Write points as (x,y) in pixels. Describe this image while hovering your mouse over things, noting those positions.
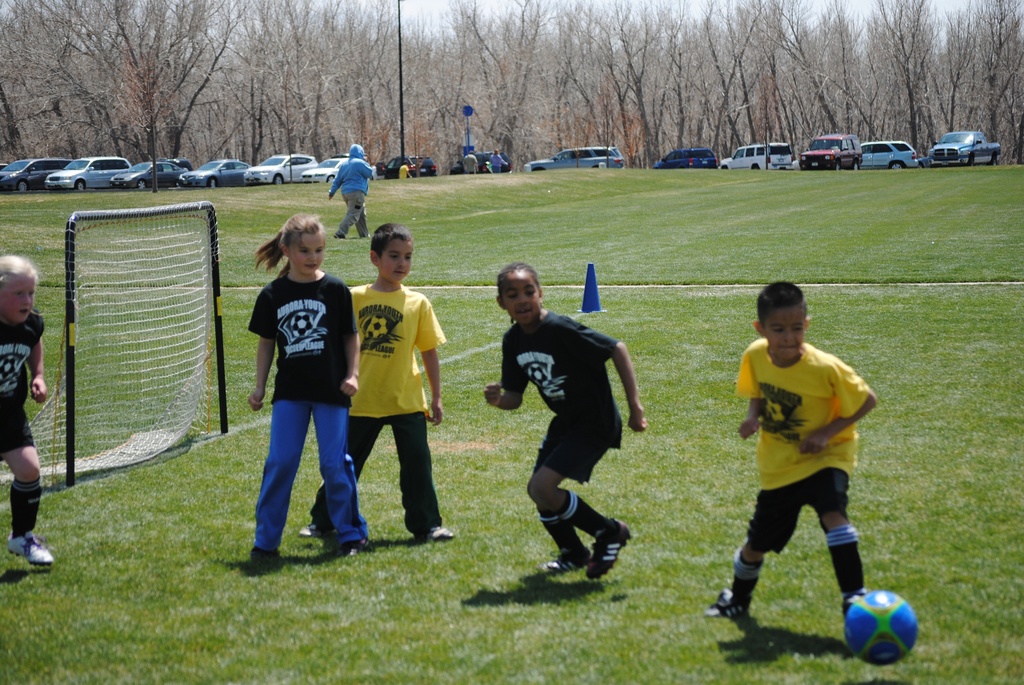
This picture shows three girls (17,263) and two boys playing football (882,618) on a green field (470,636) and we see a net (65,367) and a women (358,219) walking and we see few cars (963,134) parked and trees (366,123) around.
